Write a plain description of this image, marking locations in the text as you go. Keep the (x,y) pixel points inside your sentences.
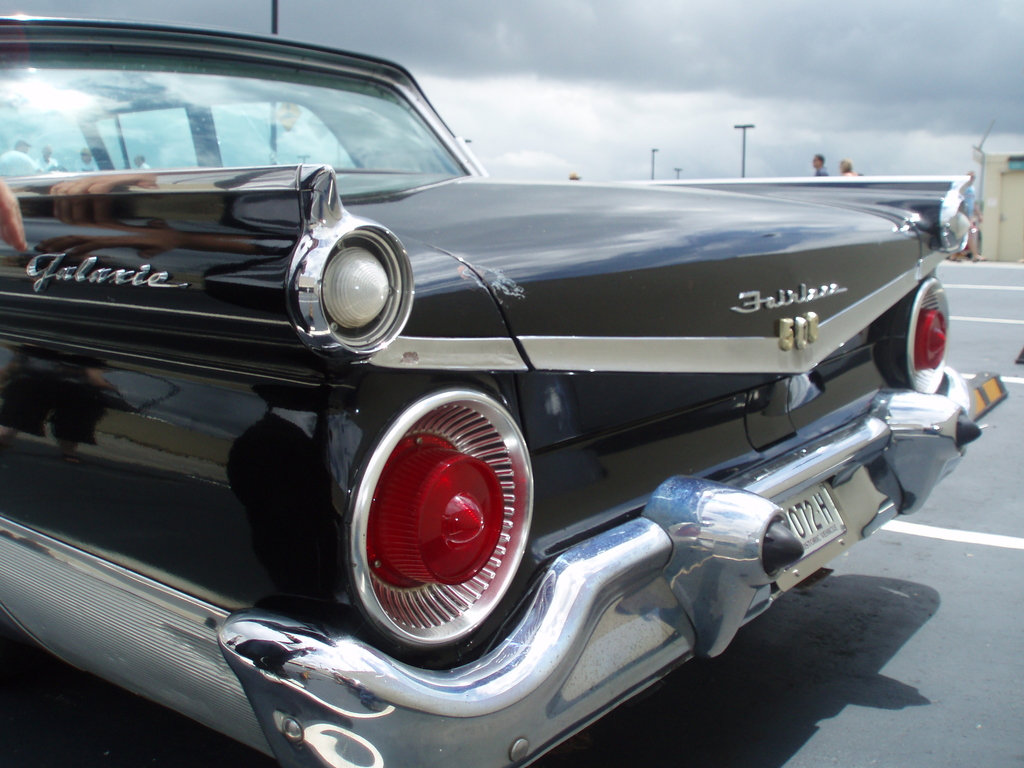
In this image there is a car (599,440) on the road (820,677). Behind the car (827,214) there are a few people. There are poles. In the background of the image (603,135) there are clouds (603,135) in the sky (570,141).
